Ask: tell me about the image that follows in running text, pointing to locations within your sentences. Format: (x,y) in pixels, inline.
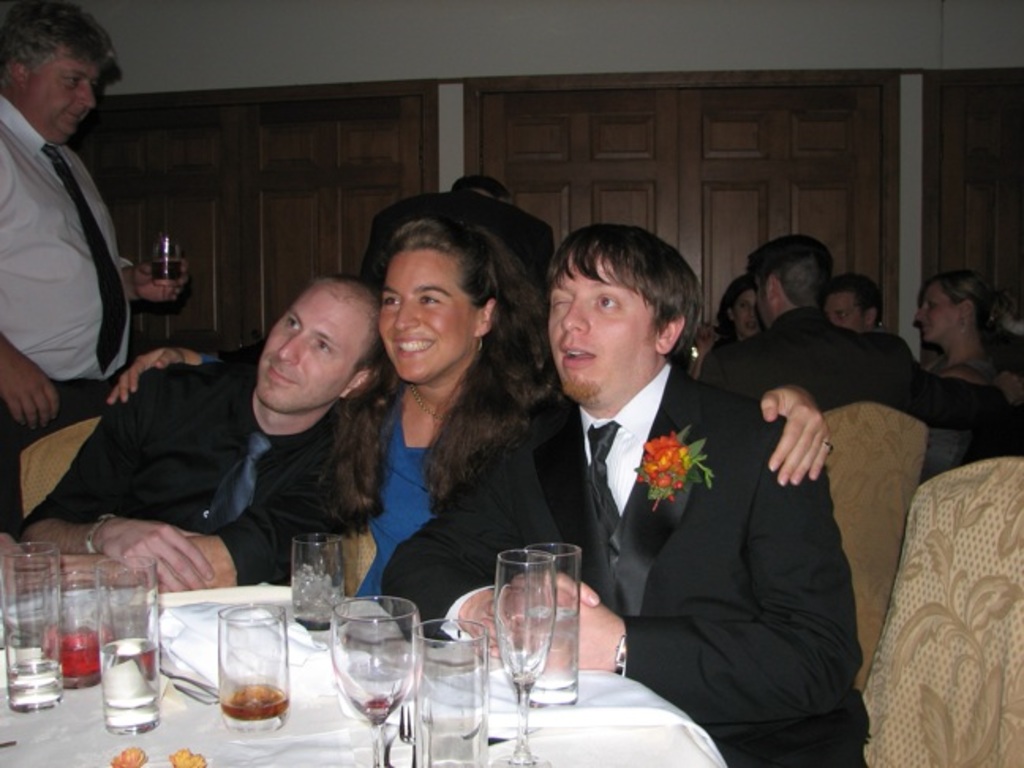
In the picture I can see people (514,473) among them some are sitting on chairs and some are standing on the floor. On the table (328,700) I can see glasses (144,714), a white color cloth (291,745) covered on it and some other objects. In the background (670,218) I can see wooden doors (564,216) and some other objects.
